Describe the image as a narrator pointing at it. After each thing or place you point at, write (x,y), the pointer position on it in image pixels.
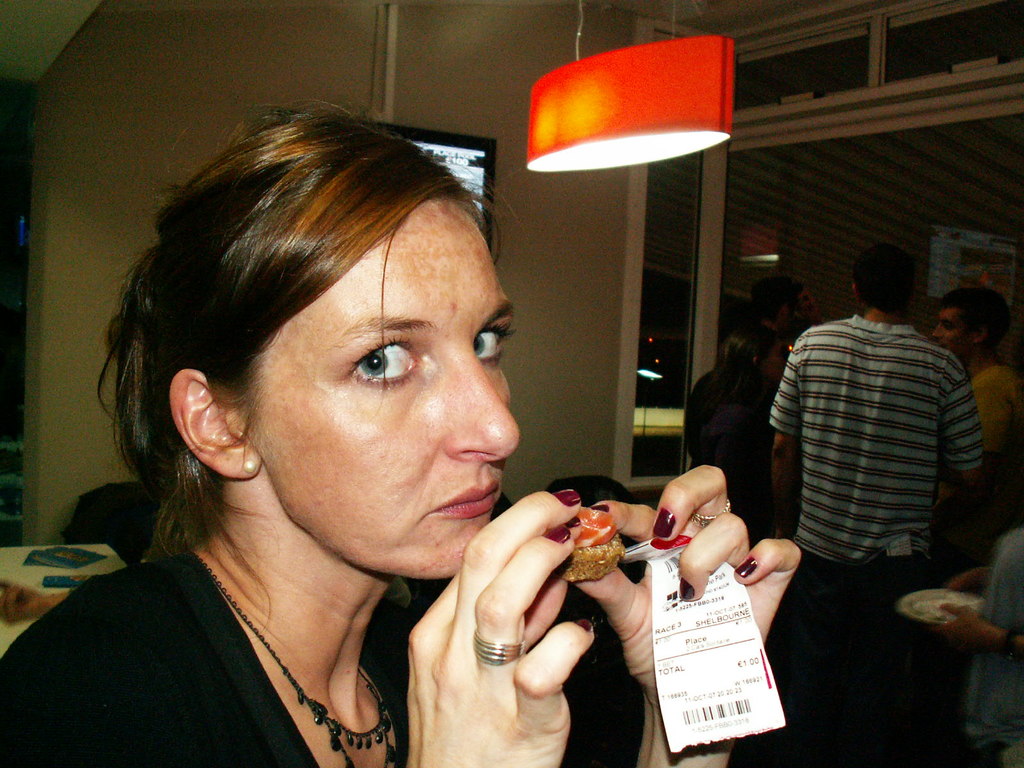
In this image I can see a woman (396,486) wearing black color dress (248,664) is sitting and holding a paper (732,653) and a food item (574,550) in her hand (571,508). In the background (677,104) I can see a lantern (622,105), the wall (310,81), a television screen (488,215) to the wall (414,104) and few persons (925,408) standing.
